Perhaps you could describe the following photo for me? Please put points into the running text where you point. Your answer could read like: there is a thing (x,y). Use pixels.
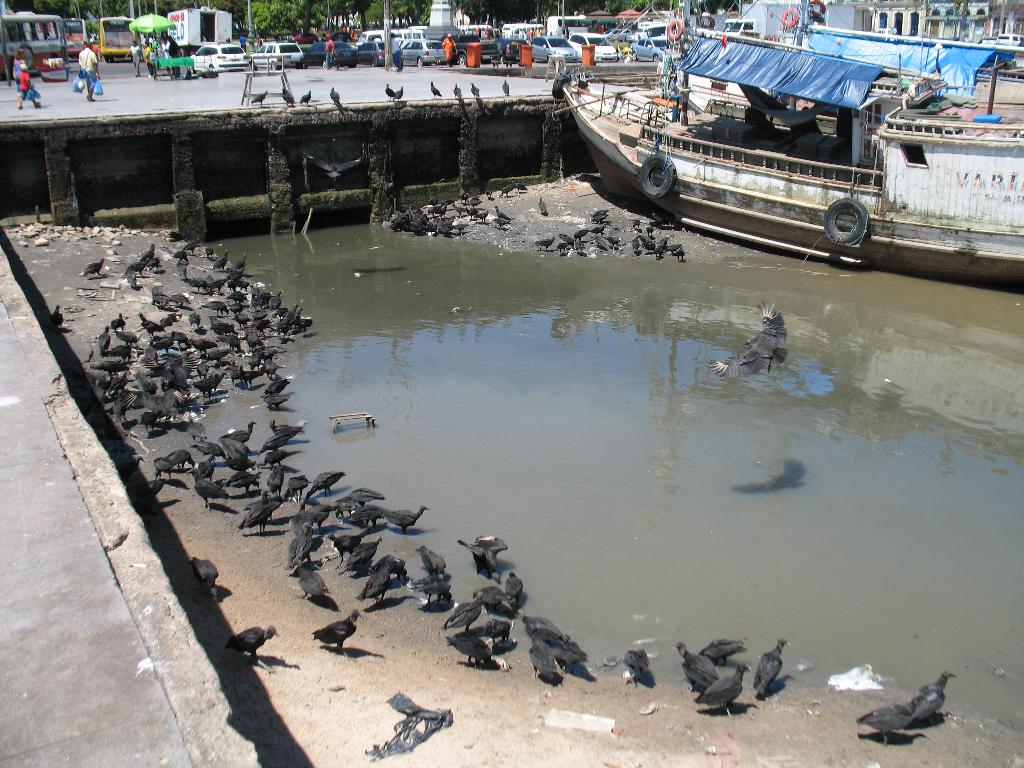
In this image at the bottom (936,572) there is some water (593,380) and near the water (489,529) there are some vultures (553,632), in the background (201,40) there are some stores (178,63) vehicles (219,63), poles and some persons (447,38) are walking and trees (365,22), buses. On the right side (775,190) there is one boat (775,190), wheels (842,214), tent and on the left side (99,594) there is a walkway (118,625).
